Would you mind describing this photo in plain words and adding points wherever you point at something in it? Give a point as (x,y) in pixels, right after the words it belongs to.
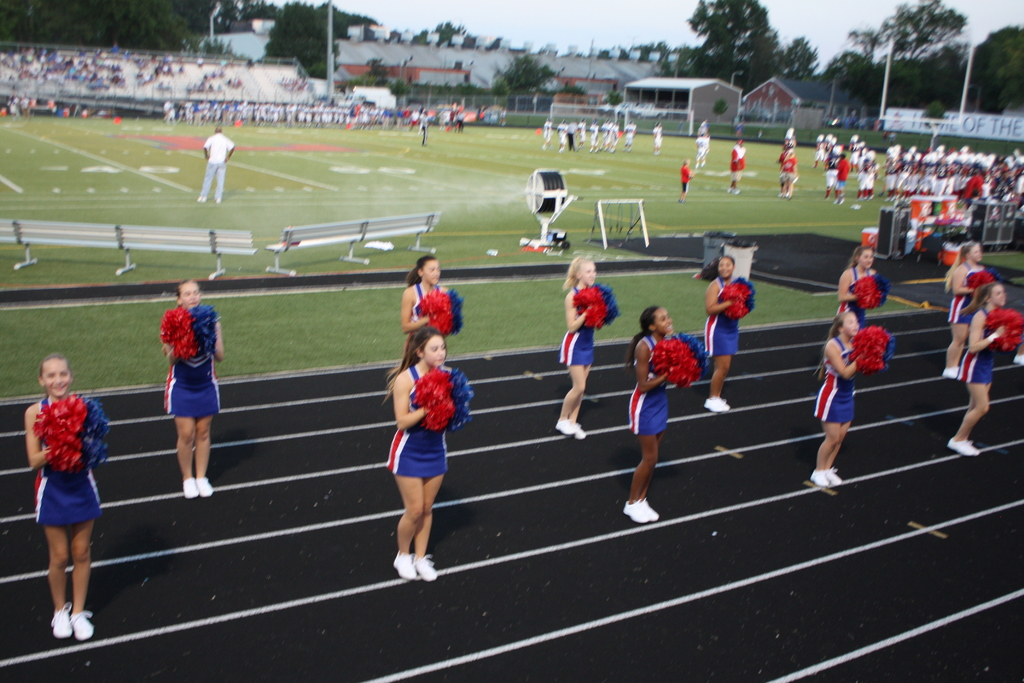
Here we can see people (852,158) on the ground (834,237). There are benches (234,251), chair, mesh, speakers (908,226), poles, trees (158,45), and sheds (716,116). In the background (823,57) there is sky (837,38).
